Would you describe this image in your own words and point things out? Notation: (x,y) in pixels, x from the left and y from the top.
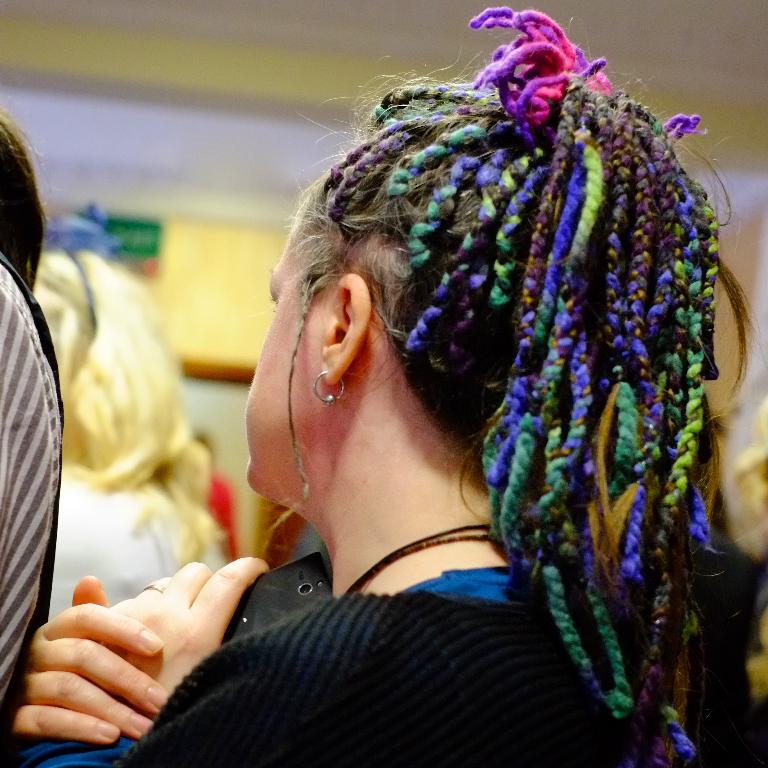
In the center of the image (267,352) there is a lady (457,600) wearing a black color dress (561,665) and holding a phone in her hand (126,719). She has a colored hair (645,487). In the background of the image (271,147) there is a wall (232,387). At the top of the image (232,48) there is a ceiling (131,9).
